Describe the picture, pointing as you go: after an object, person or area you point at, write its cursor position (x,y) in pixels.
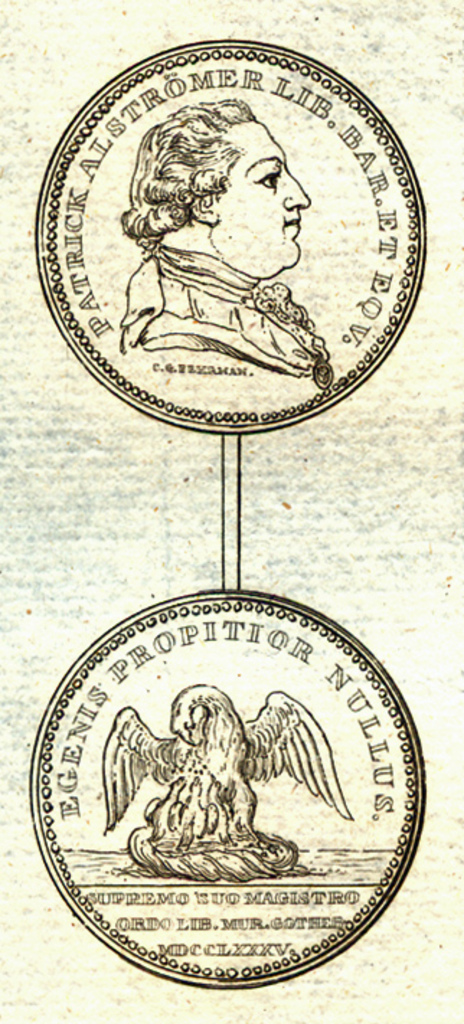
In this picture there is a logo (132,268) where there is a face (264,236) of a person (264,236) which has something written around it and in the below picture there is an object (236,770) which has something written above and below it.
